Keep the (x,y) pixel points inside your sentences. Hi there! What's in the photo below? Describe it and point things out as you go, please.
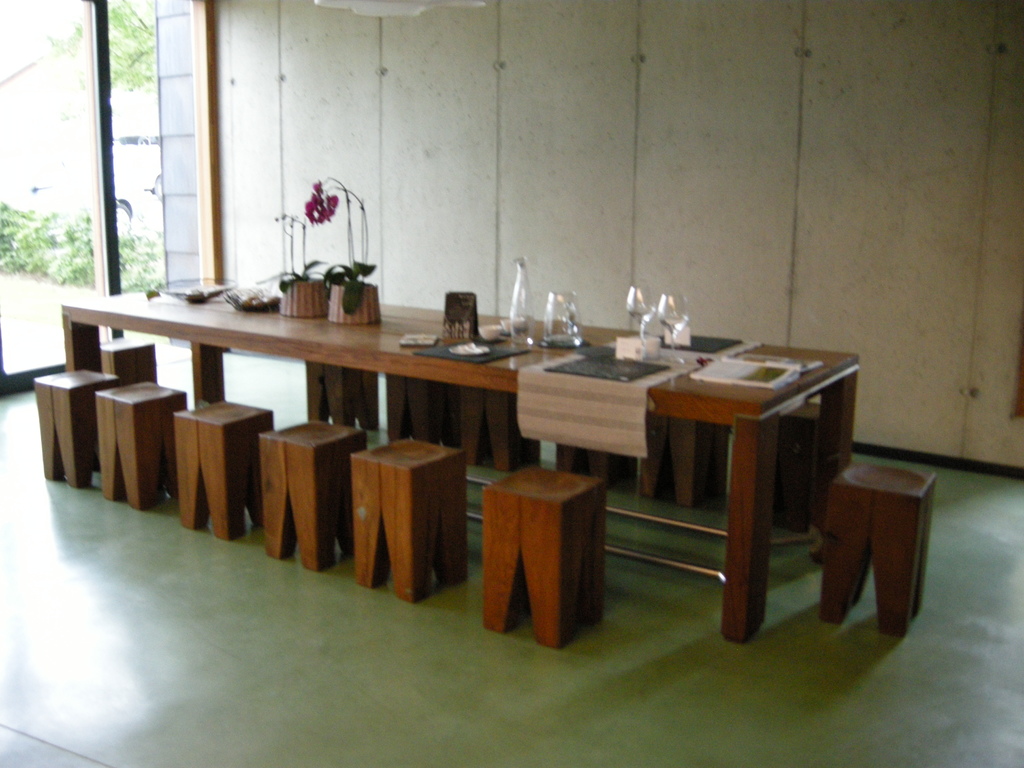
There are glasses (527,295), pots (370,315), a table (353,343) and chairs (442,420) are present in the middle of this image (402,505) and there is a wall (481,144) in the background (480,171). We can see a glass door (84,173) on the left side of this image (107,165).
